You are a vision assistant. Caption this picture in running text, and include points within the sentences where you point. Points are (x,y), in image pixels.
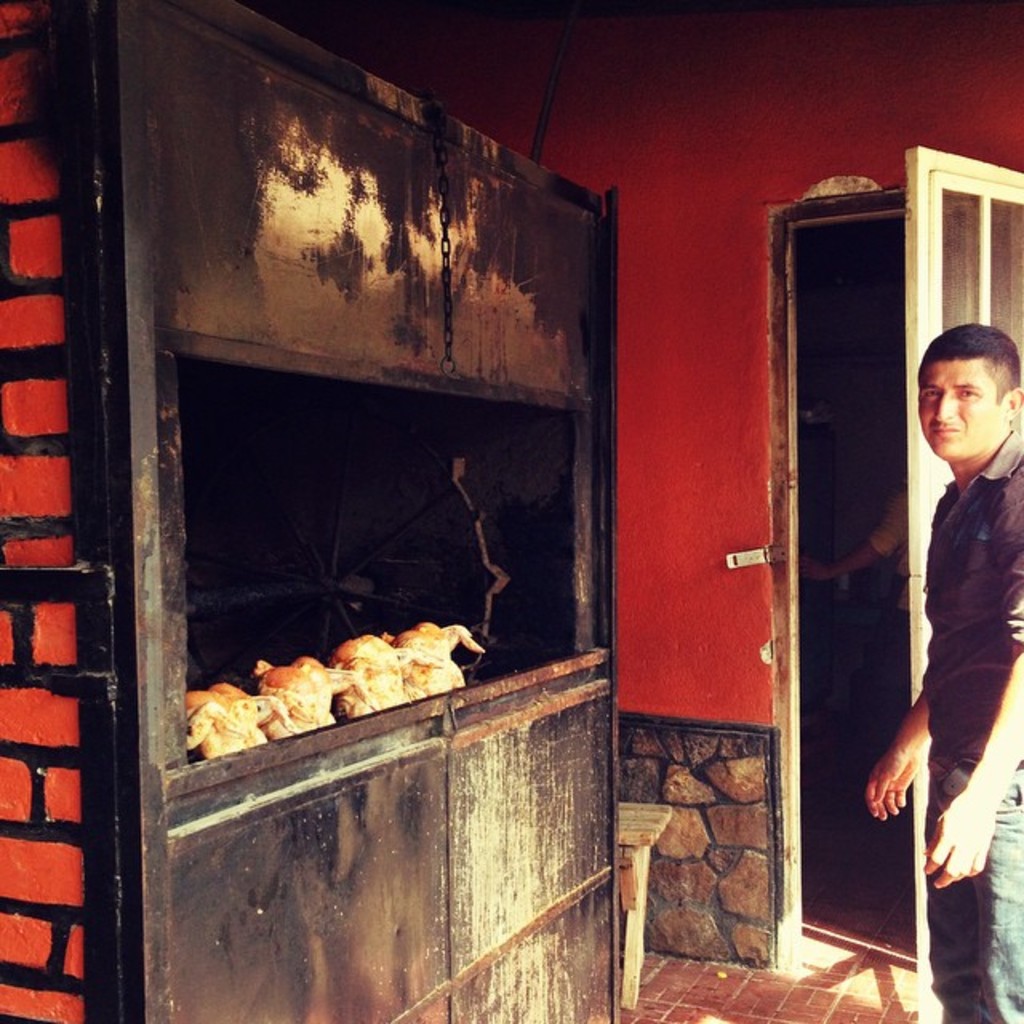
In this image we can see a person (932,648) on the right side (1015,362). Also there is a door (929,323). On the left side (223,892) there is a box (322,367). Inside that there are chickens (380,656). In the back (667,757) there is a wall (681,667).
